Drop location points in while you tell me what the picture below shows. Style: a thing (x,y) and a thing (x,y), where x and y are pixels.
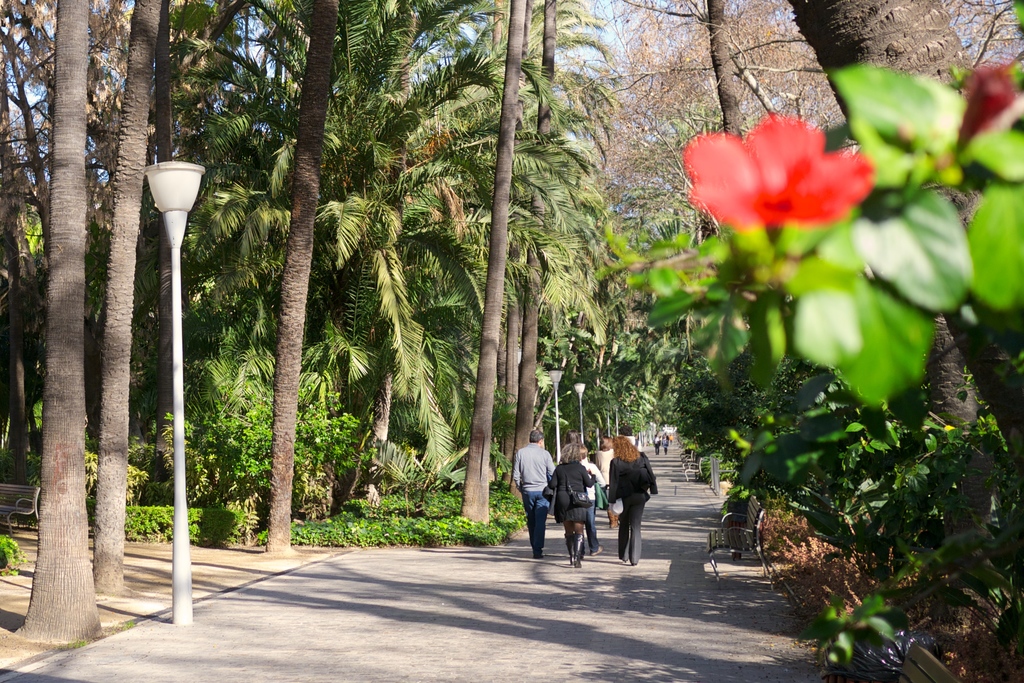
In this picture I can see trees (365,250) and few pole lights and I can see few people (625,479) walking and I can see flowers (813,182) and I can see few benches (749,539) and a blue sky (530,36).
